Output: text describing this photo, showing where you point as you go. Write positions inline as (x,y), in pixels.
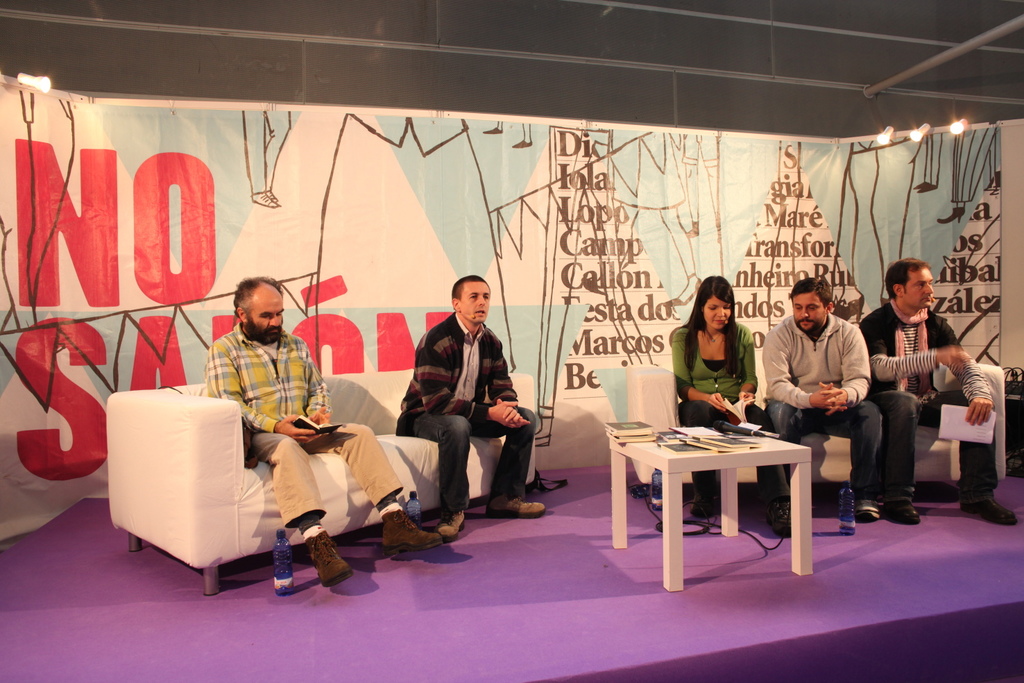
In the image there are few men (275,384) and women (707,412) sat on sofa (262,515) on a stage (409,621), in front (685,437) there is a table (671,493) on which there are papers (698,432).
